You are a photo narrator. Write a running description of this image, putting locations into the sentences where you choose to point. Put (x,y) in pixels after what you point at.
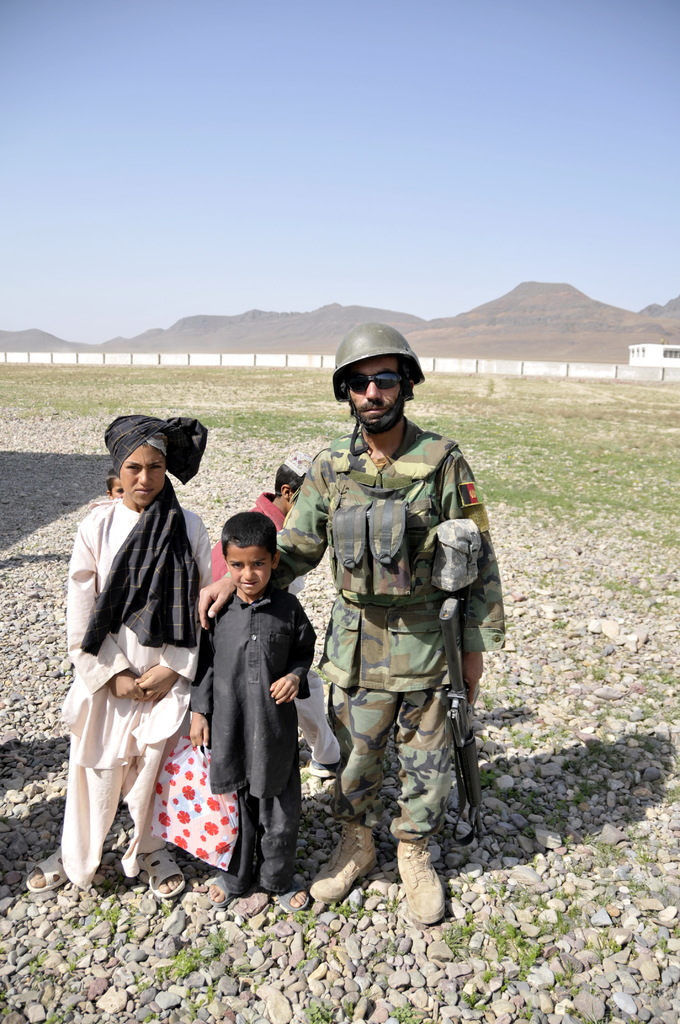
In the image we can see there are people (275,608) standing on the ground (358,945) and there are stones (33,616) on the ground (440,426). There is a man (403,376) standing and he is wearing sunglasses (369,379) and helmet (377,344). He is holding rifle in his hand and behind there are hills (558,345). There is a clear sky (352,148) on the top (481,112).
